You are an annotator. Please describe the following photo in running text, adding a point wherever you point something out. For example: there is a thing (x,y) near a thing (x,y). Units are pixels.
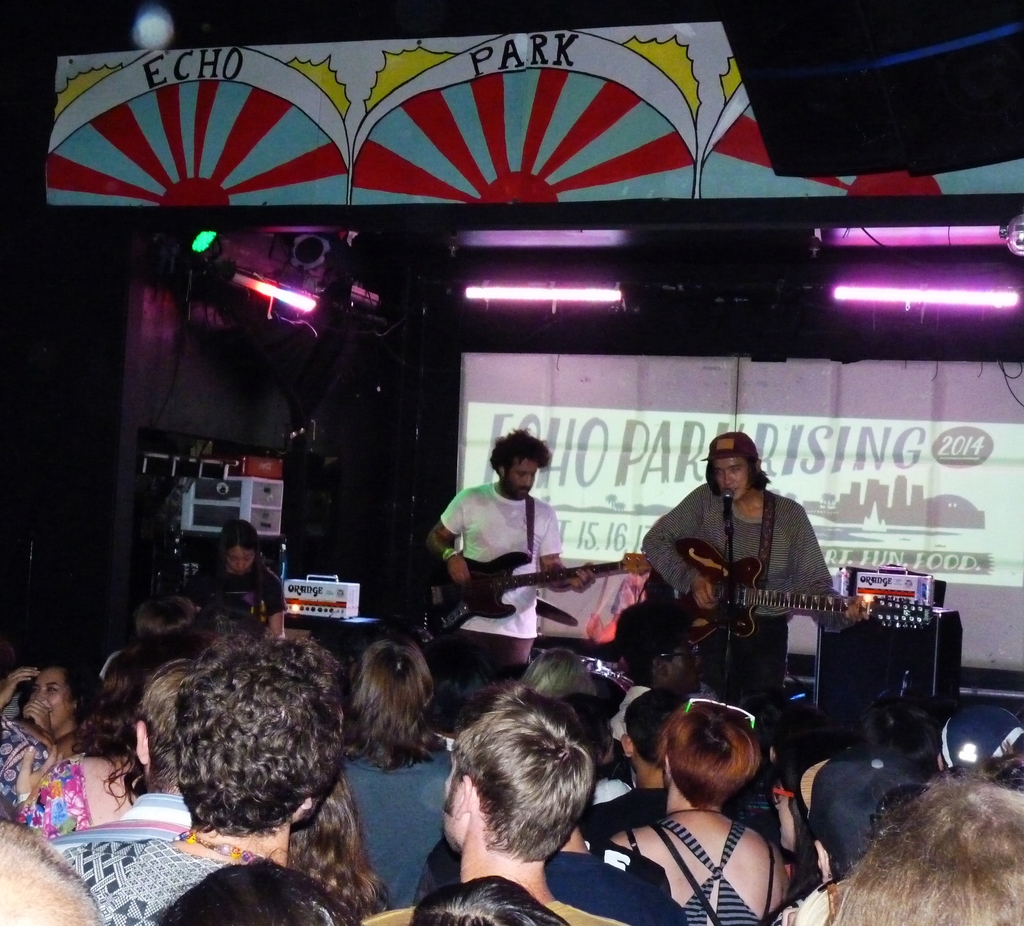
In this image In the middle (541,549) there are two people (734,662) playing guitar (522,578). On the left (278,587) there is a woman (269,574) and table (330,620). At the bottom (497,820) there are many people (394,783) watching at them. In the background (576,562) there is a screen (824,418) and light (555,292).
